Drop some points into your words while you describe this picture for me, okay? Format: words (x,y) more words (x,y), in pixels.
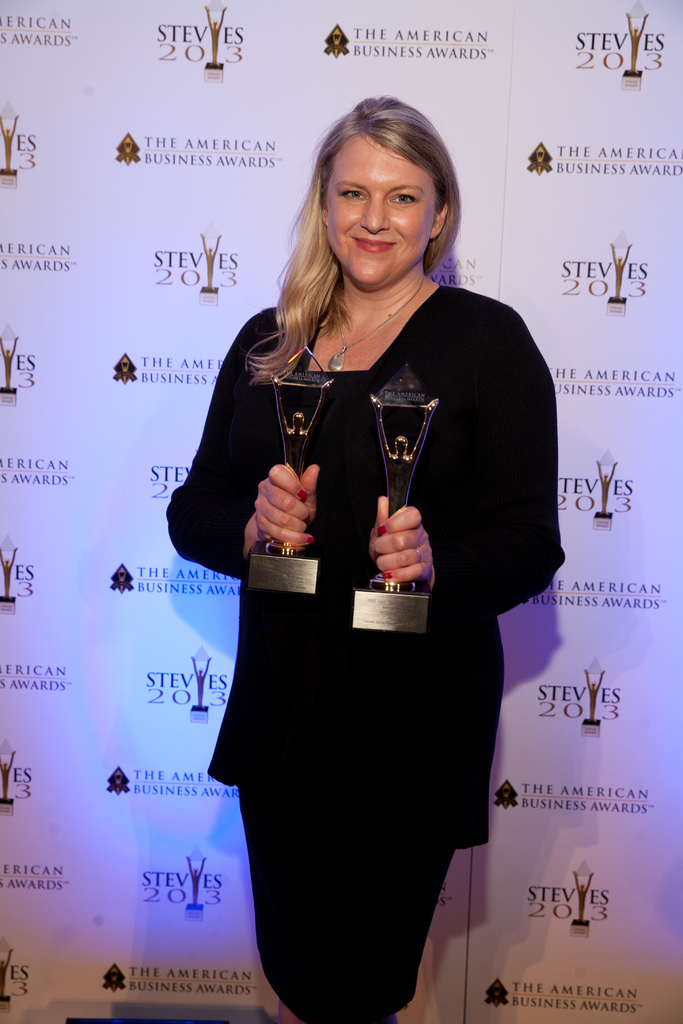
In this image there is a lady (302,505) holding awards (298,545) in her hands (310,539), in the background (58,452) there is a banner (108,202), on that banner (586,378) there is some text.
